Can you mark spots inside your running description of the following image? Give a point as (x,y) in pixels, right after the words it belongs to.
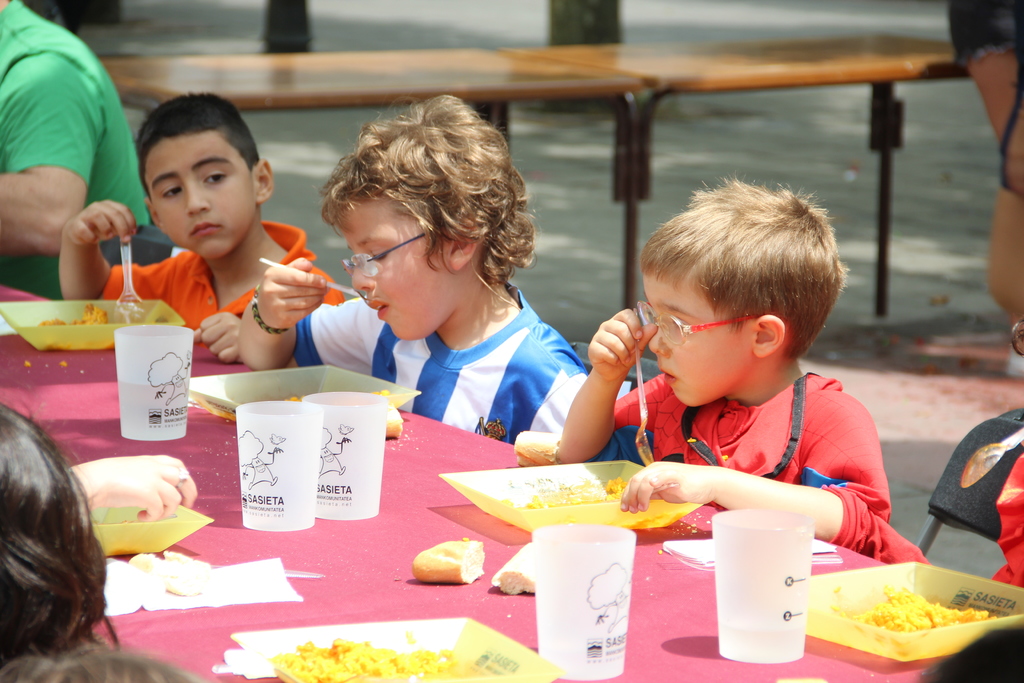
There are three children (298,317) sitting on the dining table (117,453) and having food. The first child (183,288) who is wearing orange t shirt (186,290) is holding a spoon (129,301) in his hands (230,318). The second child (419,351) who is wearing blue and white striped t shirt (432,366) is eating with the spoon (345,291) kept in the mouth (381,311). He is also wearing spectacles (362,265) on his face (365,277). The third child (672,440) who is wearing red t shirt (738,441) is holding a spoon (642,424) in his hands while setting his spectacles (663,317) on his face (677,348). There are five glasses (615,526) on the dining table (375,559) and also six plates (173,544). There is a man (21,137) wearing a green t shirt (24,153).
